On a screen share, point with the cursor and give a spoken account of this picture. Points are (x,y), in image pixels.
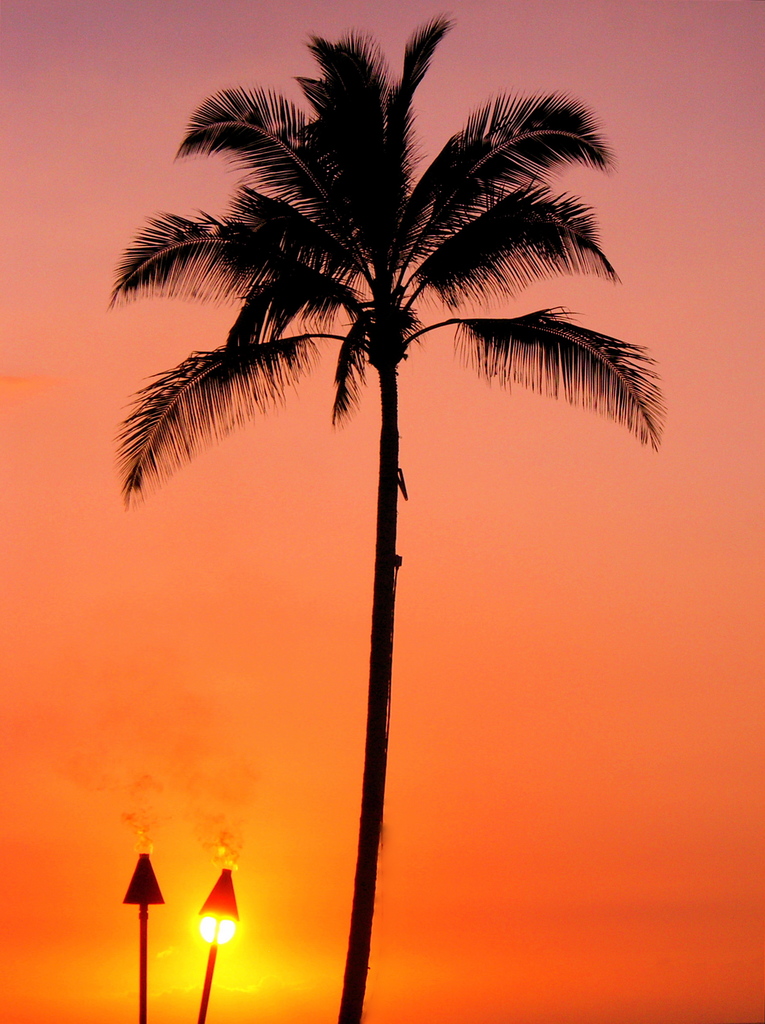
In the background (734,747) we can see the sky (298,657) and the sun (224,934) is visible. In this picture we can see the objects (221,910). This picture is mainly highlighted with a tree (360,160).
